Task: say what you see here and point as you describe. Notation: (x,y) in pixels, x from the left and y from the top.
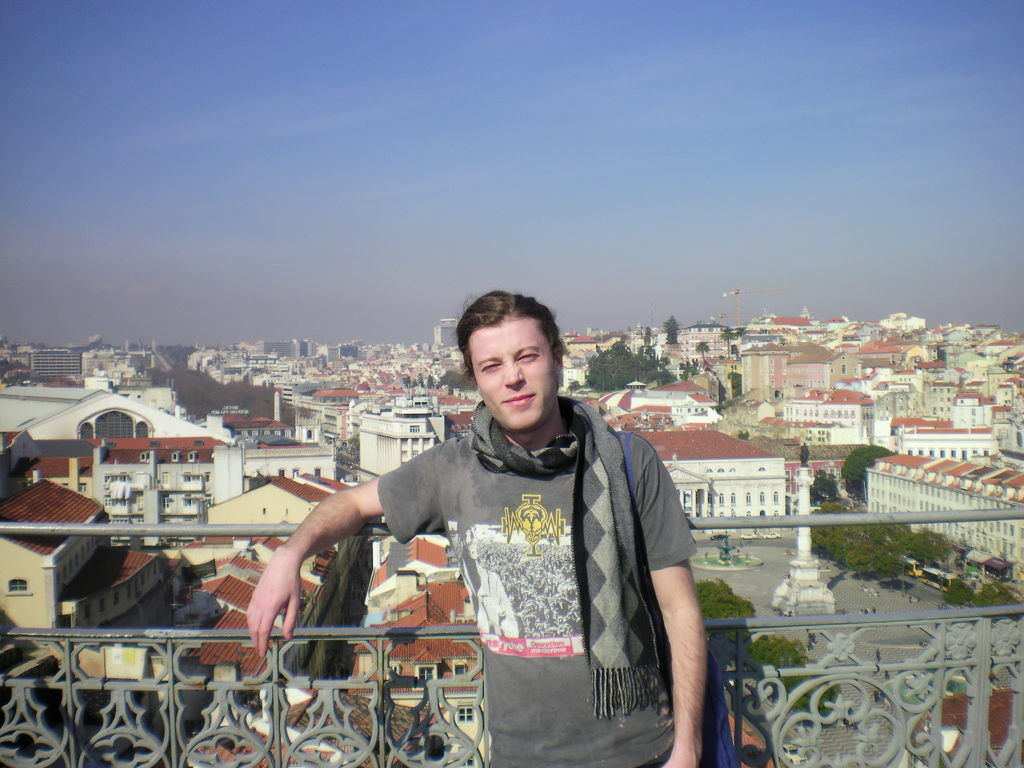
In this image in the foreground (501,529) there is one person (500,575) who is standing, and in the background (673,392) there are some houses (245,449), buildings (806,430), trees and road (889,639). And also on the road (930,599) there are some vehicles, on the top of the image (742,169) there is sky (765,274).
